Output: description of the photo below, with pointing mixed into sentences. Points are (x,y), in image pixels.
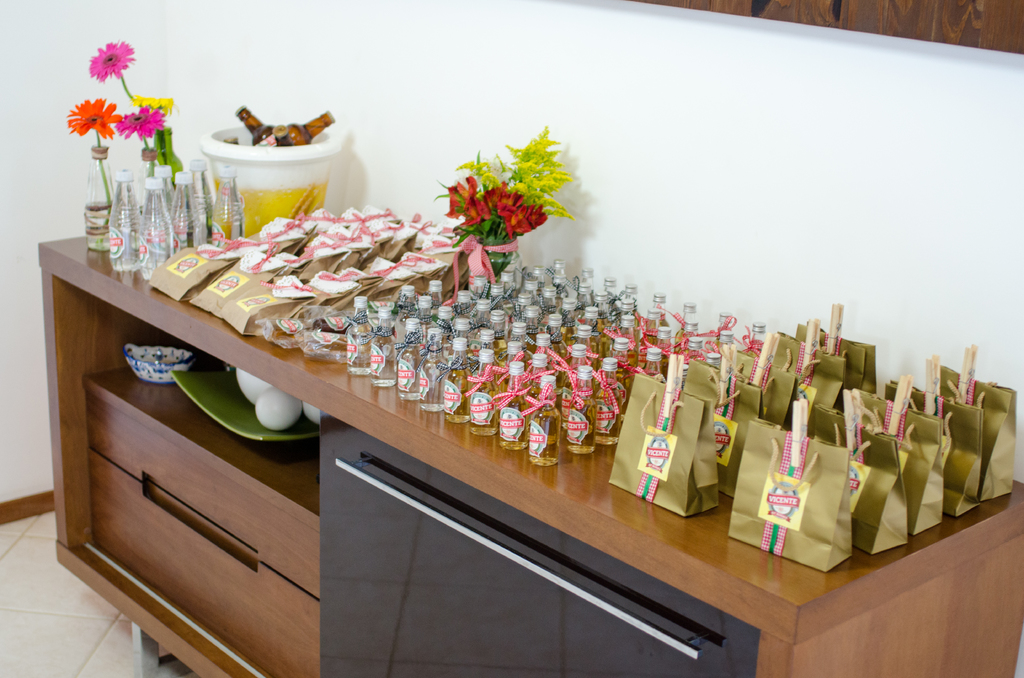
In the image we can see there is a table (387,435) on which there are wine bottles (524,368) and there are covers (786,441) kept in a line.
